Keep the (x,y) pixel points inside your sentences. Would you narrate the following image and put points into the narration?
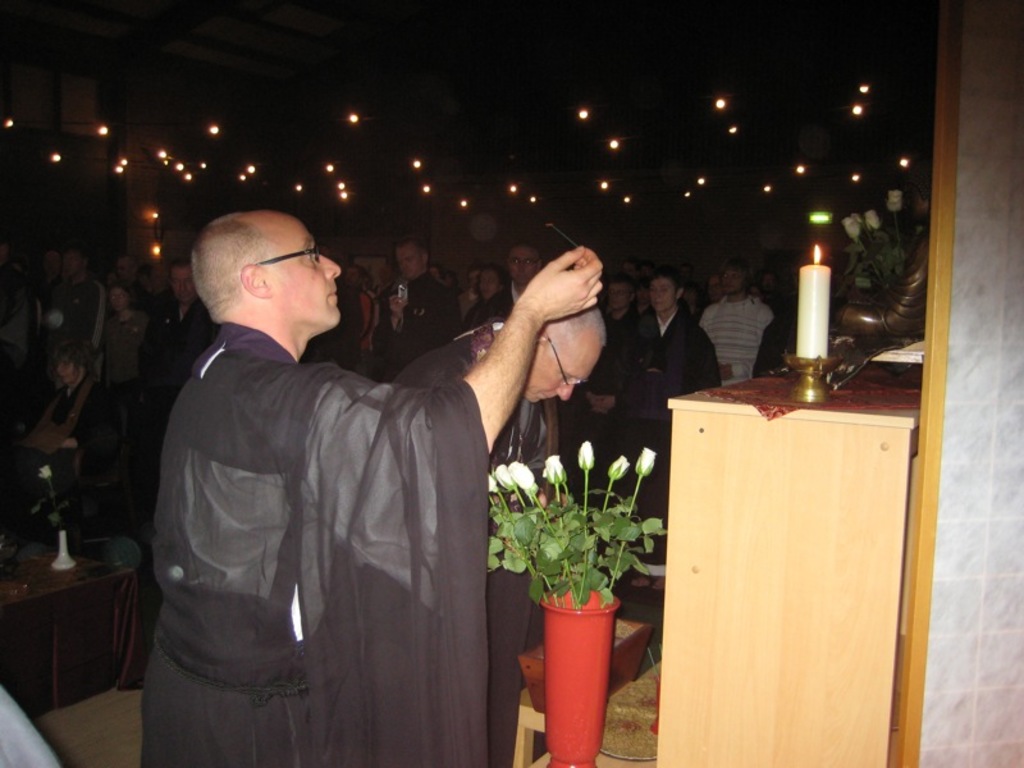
In the image we can see there are lot of people (294,309) who are standing and there is a man (564,274) who is raising an incense stick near a candle (814,345) in front (813,292) which is on the table (811,578) and for the man (445,528) there are rose flowers (555,491) in the vase (582,699).
